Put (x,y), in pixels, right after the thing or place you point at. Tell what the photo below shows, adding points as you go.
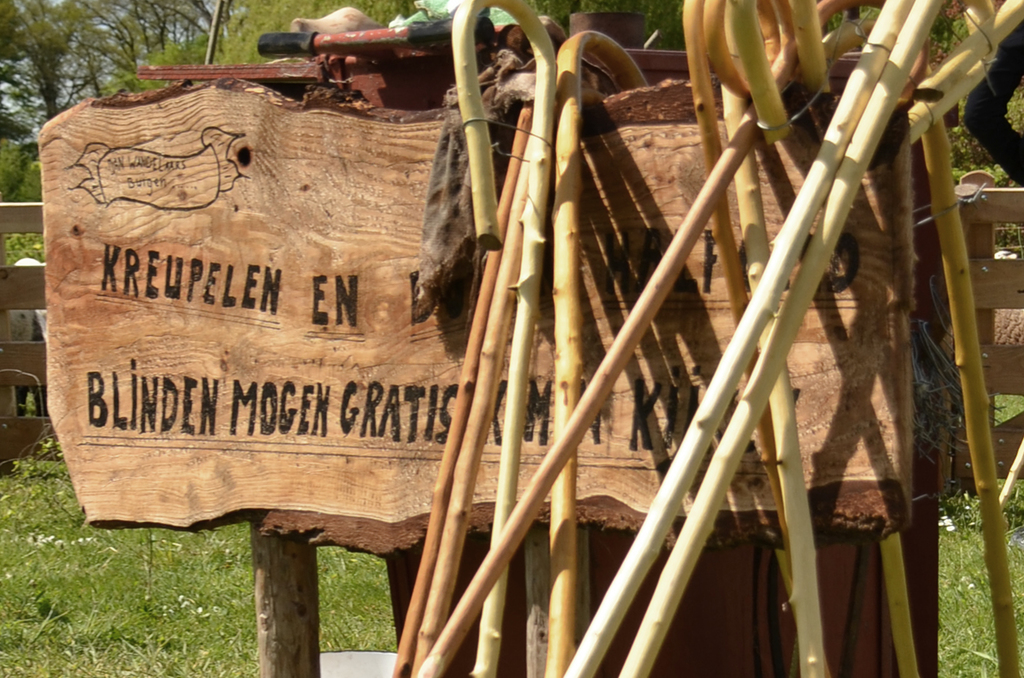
There is a wooden board (398,244) and some wooden sticks (528,130) are laid to that board (142,506), there is a lot of grass (57,471) and many trees (92,23) around the wooden board (649,491).
